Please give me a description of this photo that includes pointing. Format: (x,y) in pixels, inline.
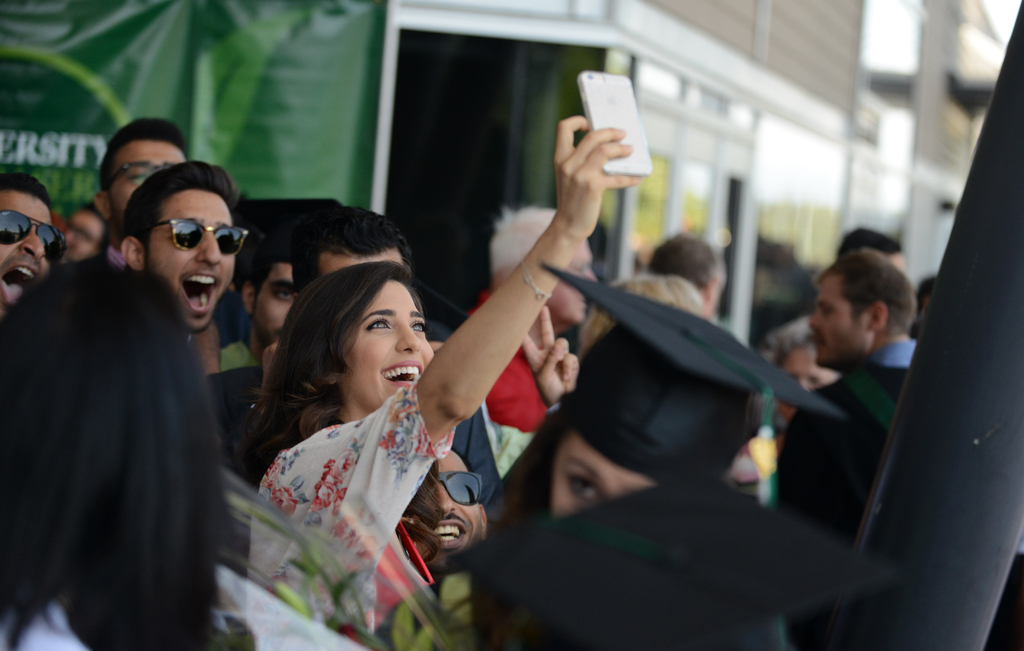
In this picture we can see a group of people (388,374) and a woman (388,374) is holding a mobile (593,115). Behind the people (144,297), there are glass windows (754,170) and a banner (261,43). On the right side of the image (963,411), there is a pole (968,467).
